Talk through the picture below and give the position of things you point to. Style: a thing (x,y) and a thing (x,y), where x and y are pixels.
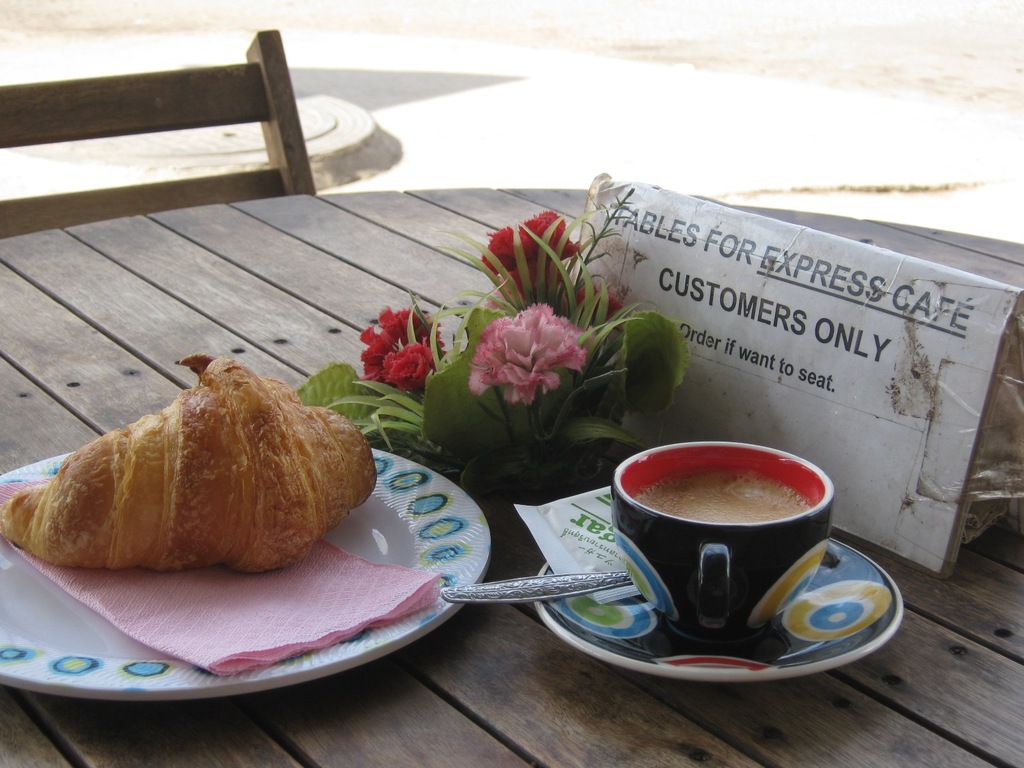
There is a cup (618,503) of coffee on a saucer (605,616), spoon (531,583), puff pastry (222,557) on a plate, flowers (602,334), tissue (402,577) and a notice paper (846,346) on a wooden table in the foreground area of the image (490,434) and a chair (266,115) in the background area (198,120).
